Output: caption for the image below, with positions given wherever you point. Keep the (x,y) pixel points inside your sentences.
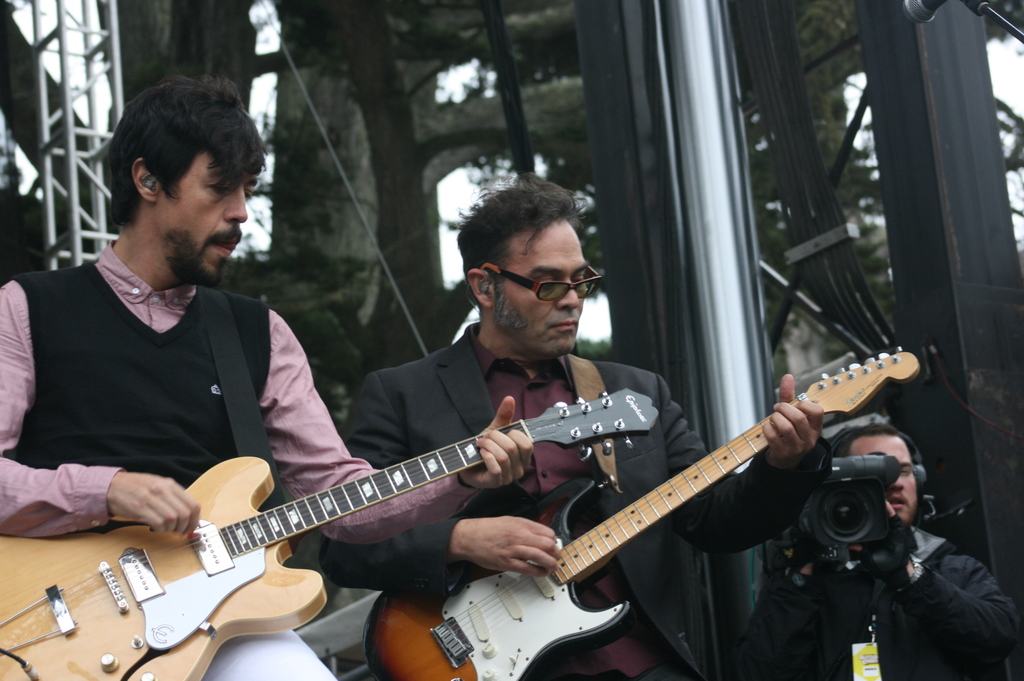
There are two persons (107,349) holding guitar (319,515) and playing. A person (638,472) wearing a black coat (660,435) is having a specs (540,289). In the back (959,602) a person (946,597) is holding a video camera (881,483) and wearing a headsets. In the background (585,126) there are stands (109,70), poles (630,105), trees (417,179).
